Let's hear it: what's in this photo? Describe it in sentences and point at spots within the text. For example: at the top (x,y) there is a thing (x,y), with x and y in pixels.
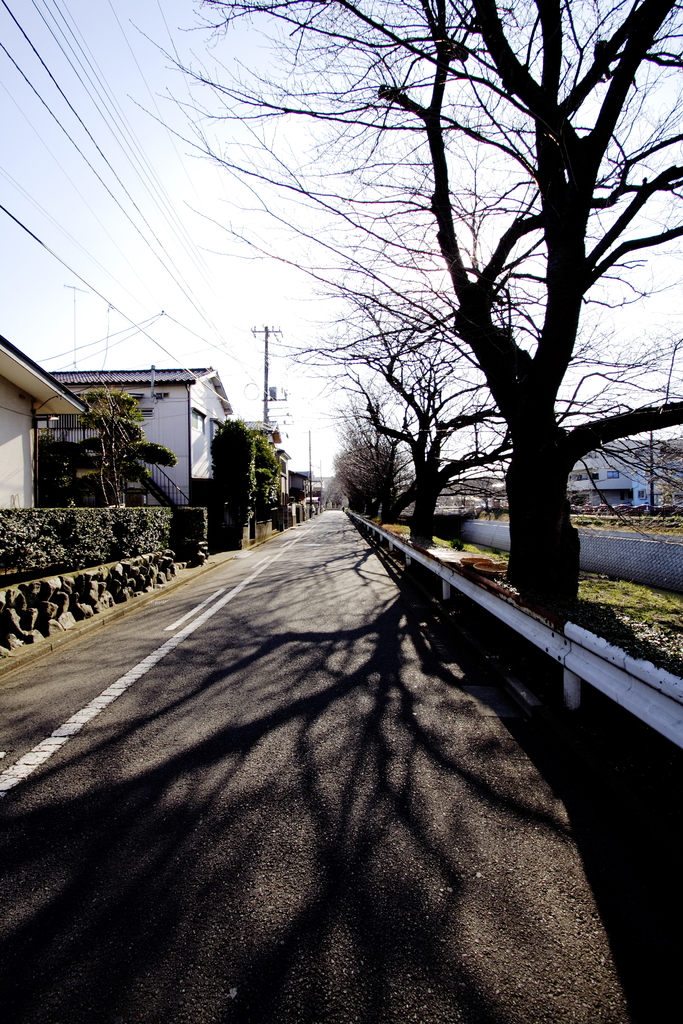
The image is taken on the streets (167,861) of a city (214,472). On the left (86,518) there are plants (135,511), trees (221,441), houses (204,394), current poles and cables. On the right (610,475) there are trees (535,505), houses (616,485), grass (637,589), wall (584,534) and other objects (632,513). In the center of the background (354,471) there are trees (379,453) and sky (320,264). In the foreground (327,744) it is road (357,754).
